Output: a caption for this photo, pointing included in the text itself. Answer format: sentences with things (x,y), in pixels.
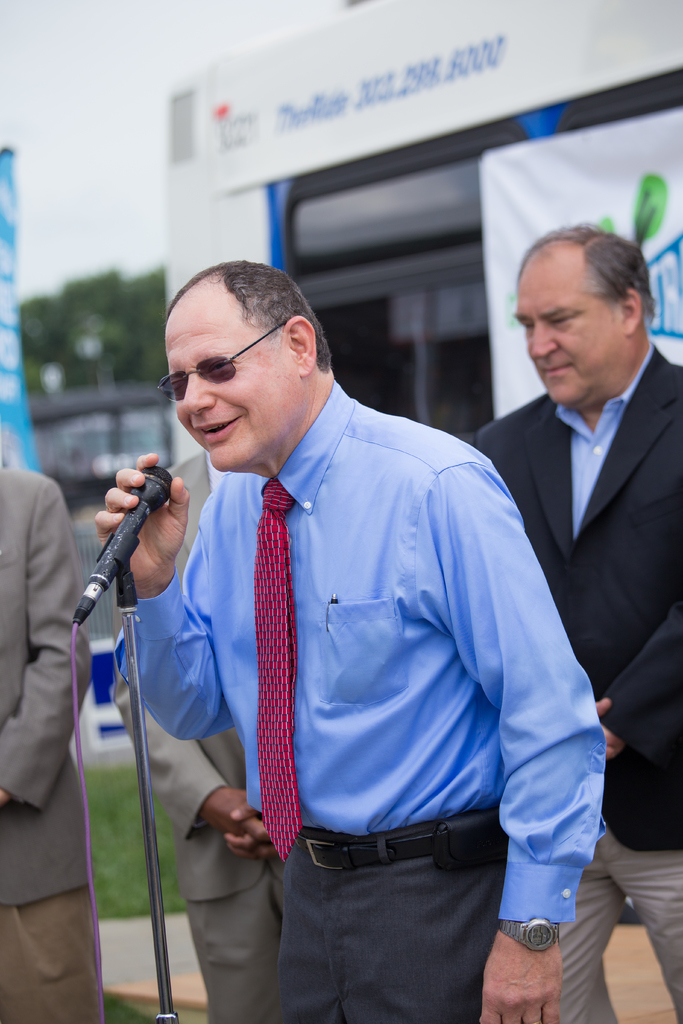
There is a person (485,580) who is talking on the mike (166,490). He has goggles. On the background (467,263) there is a bus (403,246) and this is grass (111,837). Here we can see three persons (682,848) are standing on the floor (107,937). And there is a sky (96,124).
